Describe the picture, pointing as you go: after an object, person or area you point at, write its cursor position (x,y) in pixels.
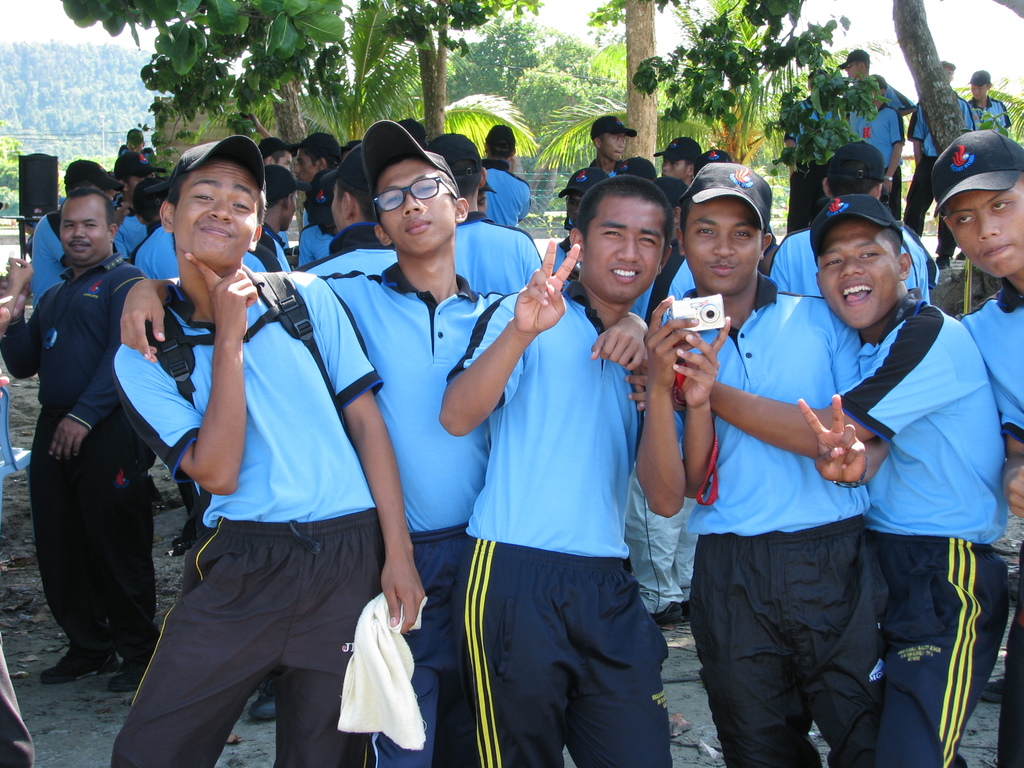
In this picture there are people (892,456), among them there's a man (694,386) holding a camera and we can see trees (152,112). In the background of the image (973,31) we can see the sky (970,14).
